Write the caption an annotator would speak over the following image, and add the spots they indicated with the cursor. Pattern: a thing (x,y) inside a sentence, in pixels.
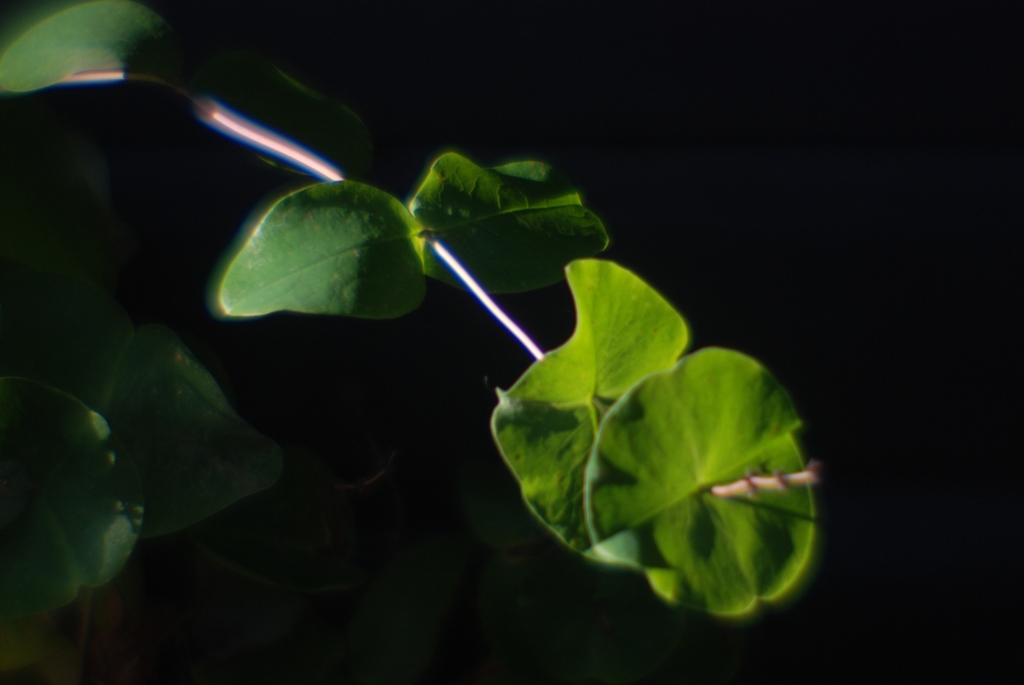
In this image I can see a plant (585,363) which is green in color and the black background (675,211).
